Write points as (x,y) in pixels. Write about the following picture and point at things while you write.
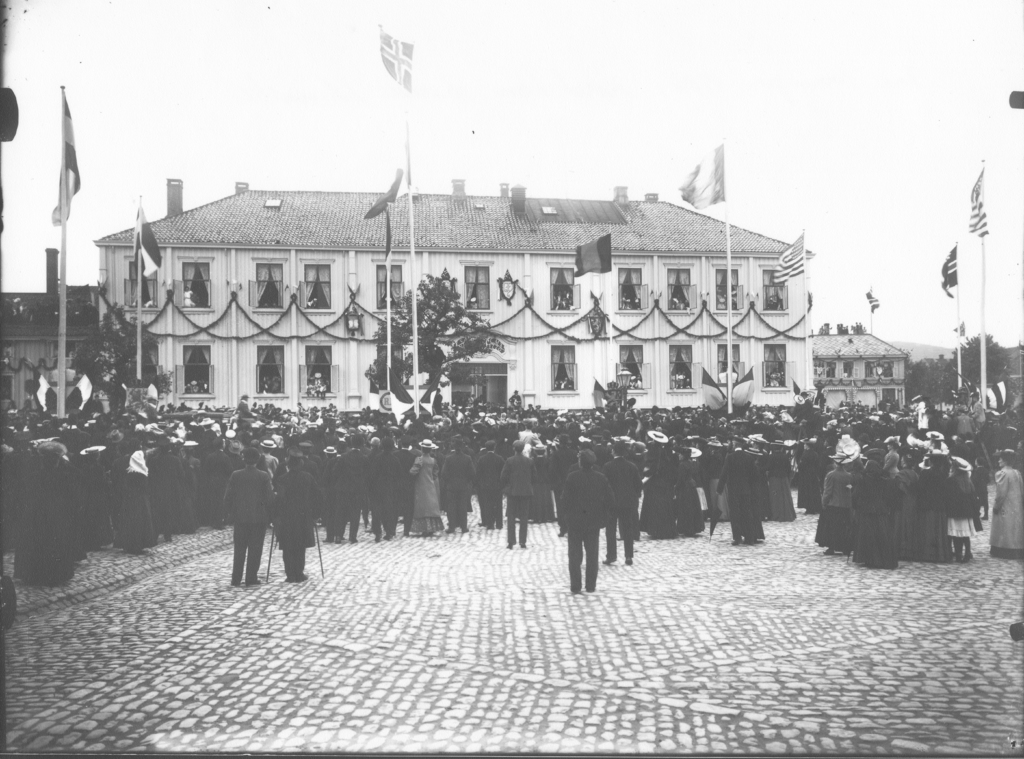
In this picture we can see some people (276,519) standing, there are some flags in the middle (392,378), in the background (645,378) there is a building (761,316), we can see trees (979,371) on the right side (962,339), there is the sky (569,75) at the top of the picture (565,60), it is a black and white image.
